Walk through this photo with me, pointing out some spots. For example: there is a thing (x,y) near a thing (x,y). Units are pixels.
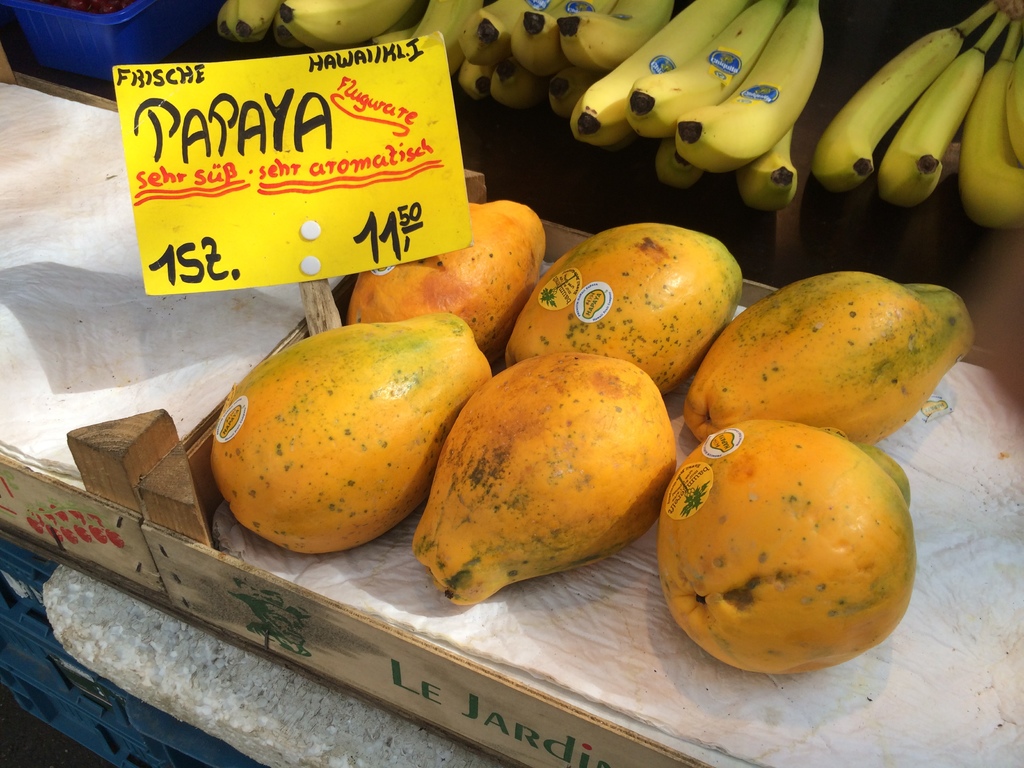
In this image I can see few fruits (698,27), they are in orange and yellow color and I can see the yellow color board (347,213) and the fruits (472,411) are on the wooden surface (118,542).
